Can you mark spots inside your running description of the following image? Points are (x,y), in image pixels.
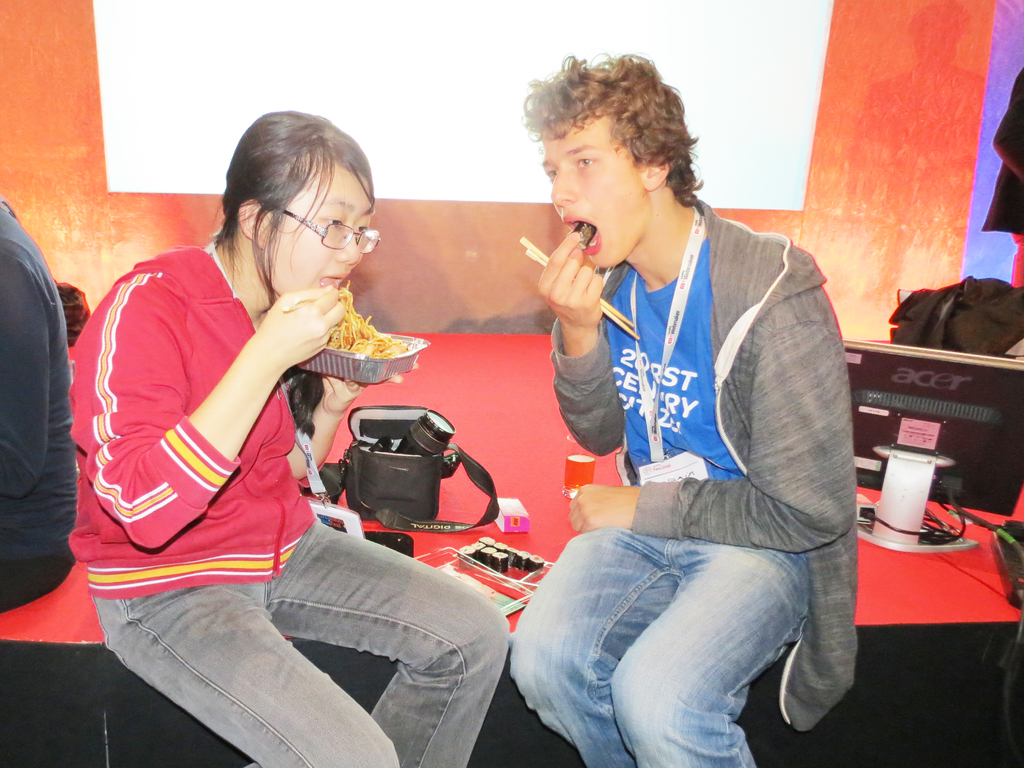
A woman (309,396) is sitting on a stage (190,755) and eating noodle (382,344) and a man (620,371) is eating food (589,227) and there are chopsticks (533,257) in his hand (578,301). In the background (458,319) there is a wall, monitor (979,422), bag (359,466) and a person (19,382) on the left (27,376).
